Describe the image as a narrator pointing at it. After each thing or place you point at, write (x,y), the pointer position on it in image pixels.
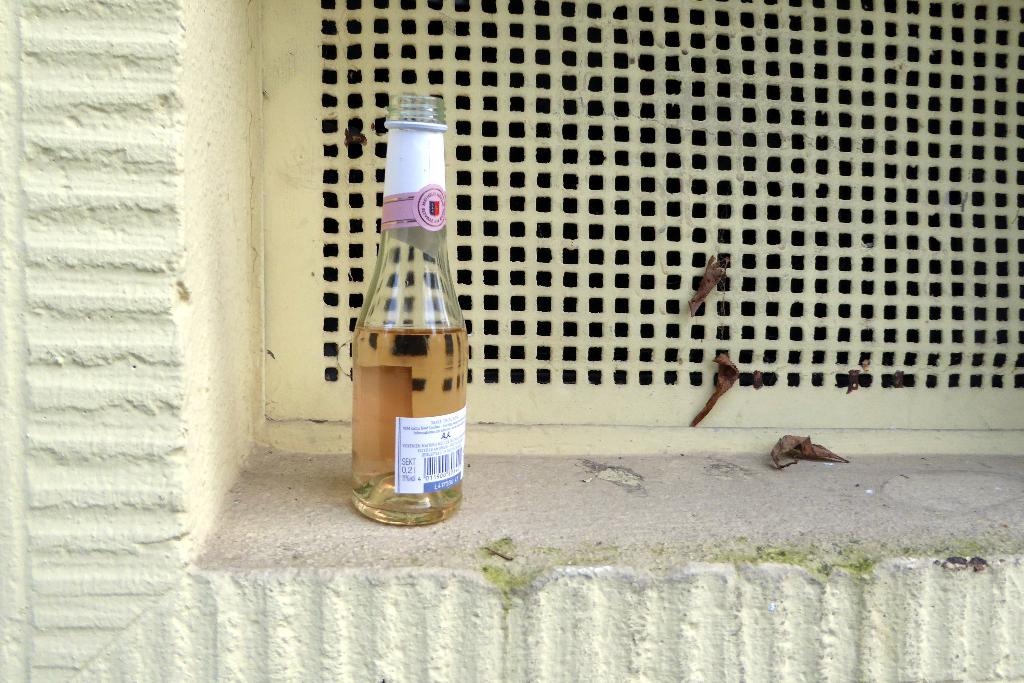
In this image there is a glass bottle (412,319) which containing of some syrup (419,407) and there is a label (421,489) which has been stuck to the bottle (440,492) and it is placed near the window (483,405) of some building (254,425) and at the back ground (606,416) there is a wall (578,442) and there are some leaves (773,459).
